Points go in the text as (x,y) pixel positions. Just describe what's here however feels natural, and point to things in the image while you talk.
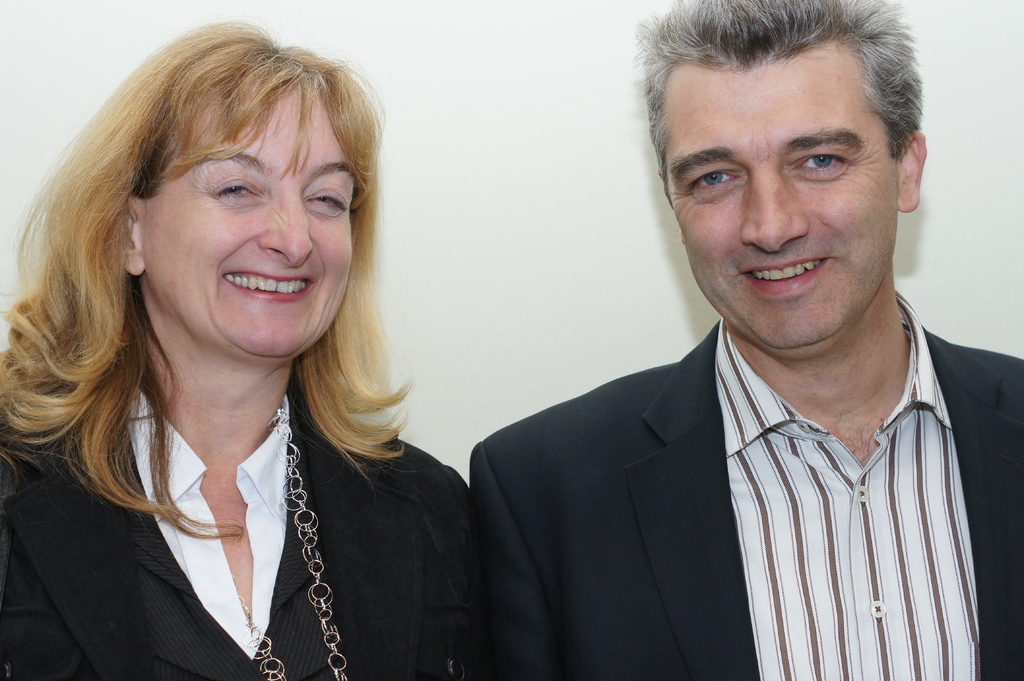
In this picture we can see a man (608,420) and woman (378,336) and they both are smiling.
